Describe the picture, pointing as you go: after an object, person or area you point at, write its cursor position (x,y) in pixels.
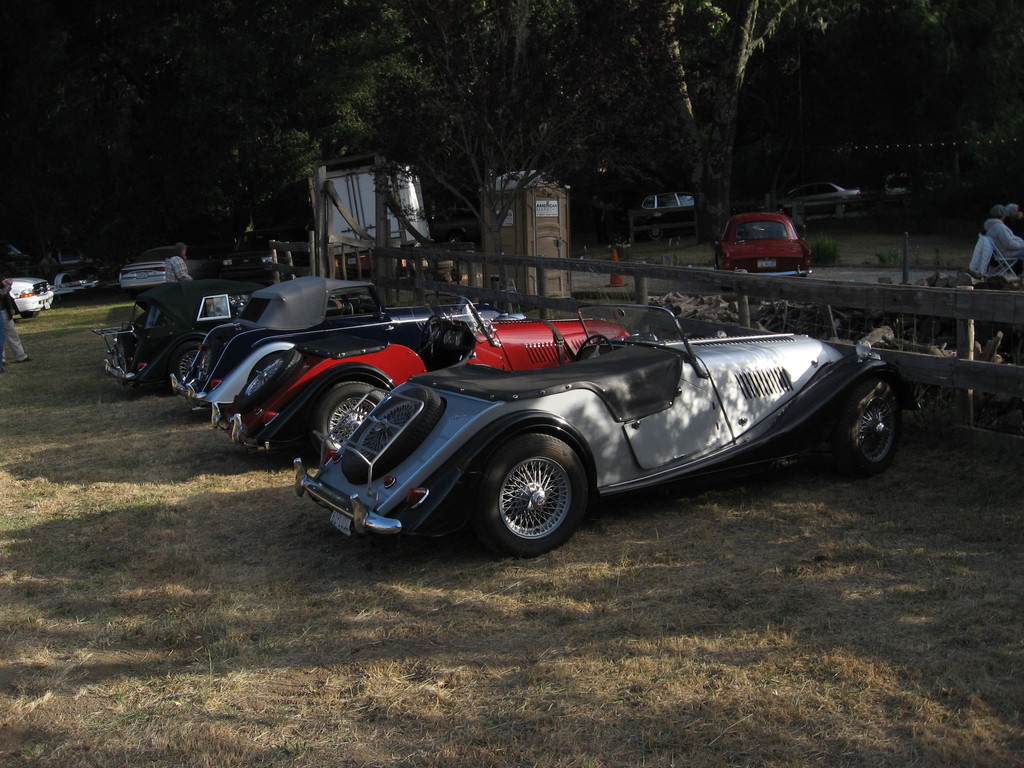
There are four vehicles (380,369) on the ground (409,689) at the fence (976,376). In the background (347,213) there are trees (246,150), vehicles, on left there are two persons (12,308) and on the right (1002,233) there is a person (1023,260) sitting on the chair (989,248) and in the middle (530,272) we can see two objects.
